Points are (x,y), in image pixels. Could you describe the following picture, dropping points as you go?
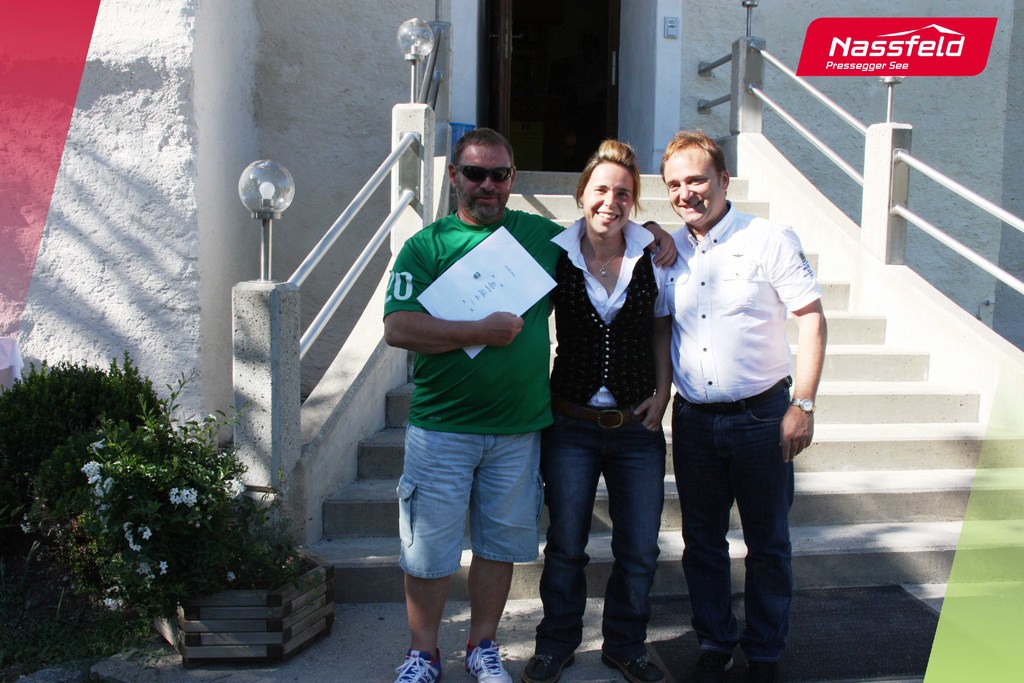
In this image we can see three persons (609,362) standing. Person (745,327) on the right (767,364) is wearing watch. Person (496,374) on the left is holding something in the hand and wearing goggles (467,174). In the back (881,442) there are steps (909,364) with railings (411,150). In the background (312,43) there are walls (342,27). On the left side (101,509) there are plants (111,486) with flowers (101,506) and there is a basket (257,625). In the right top corner (876,50) there is a watermark (892,50).
